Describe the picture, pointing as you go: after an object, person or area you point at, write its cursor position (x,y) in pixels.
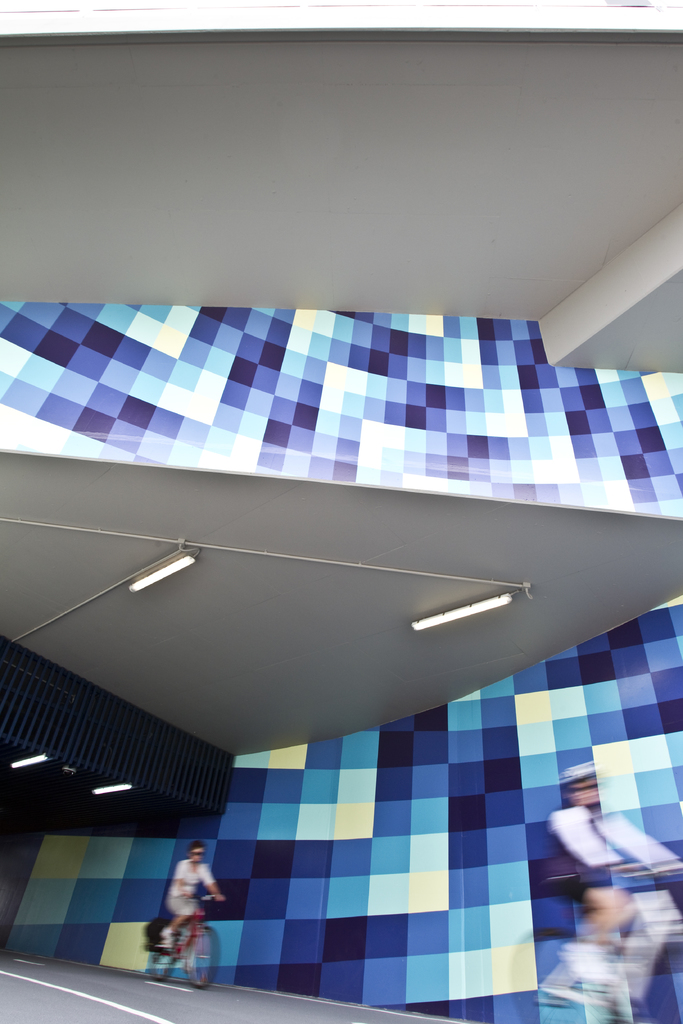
In this picture we can see two persons (634,923) riding bicycles (666,917) on the road (27,989) and in the background (53,847) we can see lights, wall (315,829).
